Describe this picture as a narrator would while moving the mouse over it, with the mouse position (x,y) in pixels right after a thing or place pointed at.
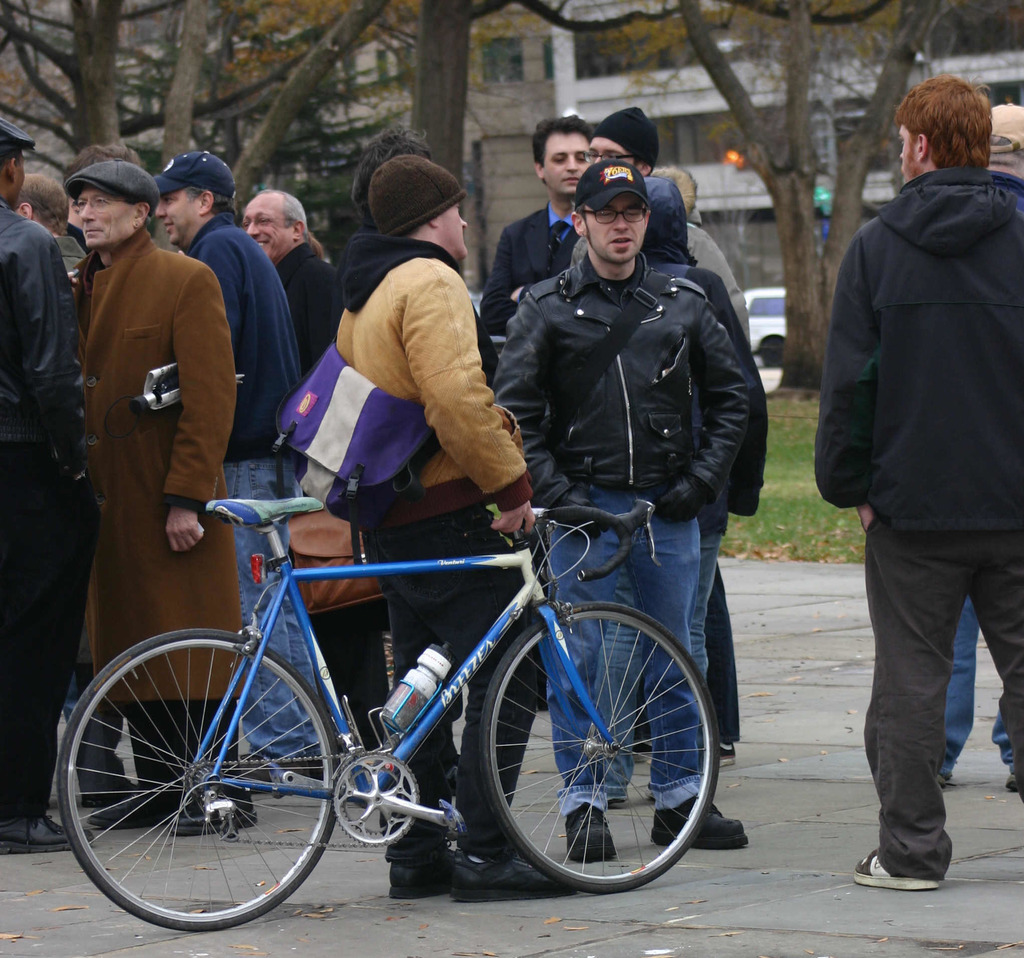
In this image I see a man (522,467) who is holding the cycle (164,905) and there are many people (3,790) are standing on the path (439,903). In the background (791,208) I see the trees (846,201), a car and the buildings (531,25).
